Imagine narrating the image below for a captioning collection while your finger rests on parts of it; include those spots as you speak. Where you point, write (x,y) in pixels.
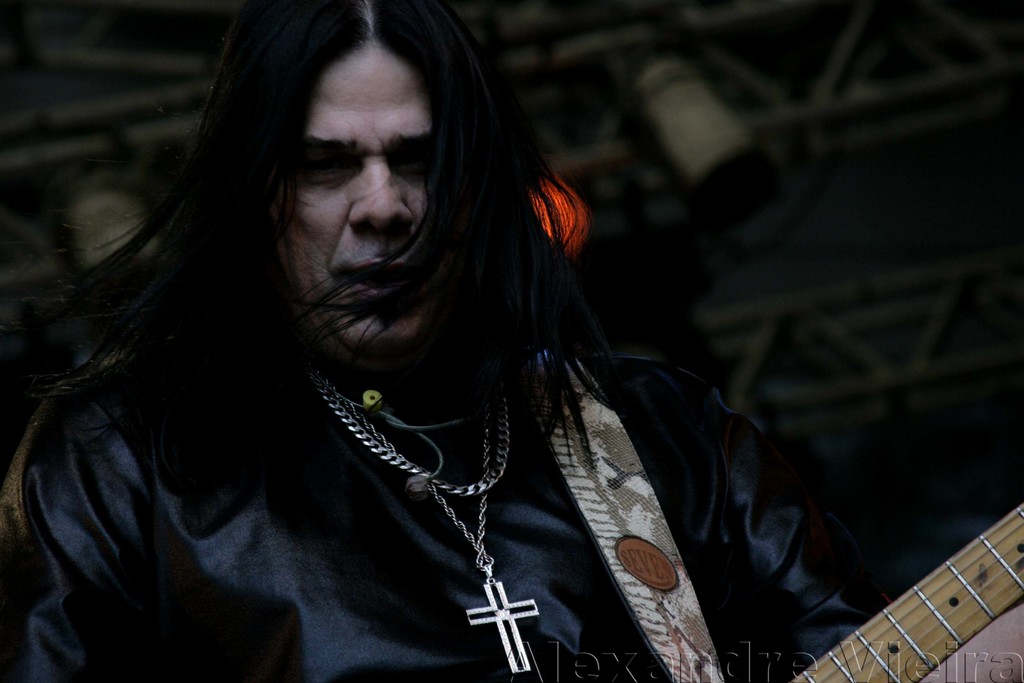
In this image I can see a person (340,628) wearing black color jacket (281,613) and holding a guitar (937,638) in hands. This person (471,537) is wearing some locket (501,605) to the neck (330,373).
